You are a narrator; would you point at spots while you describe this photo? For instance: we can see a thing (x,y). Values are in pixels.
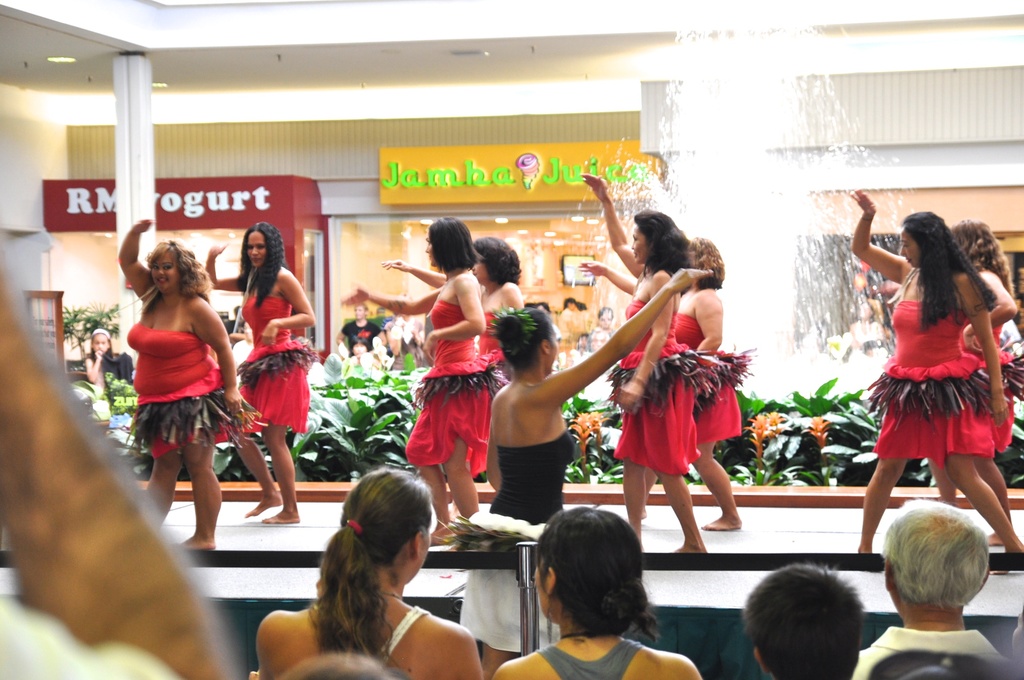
In this picture there are girls (191,287) in the center of the image (434,321) on the stage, they are dancing, there is a fountain (782,165) on the right side of the image (769,167) and there are other people (416,477) at the bottom side of the image (556,584).
